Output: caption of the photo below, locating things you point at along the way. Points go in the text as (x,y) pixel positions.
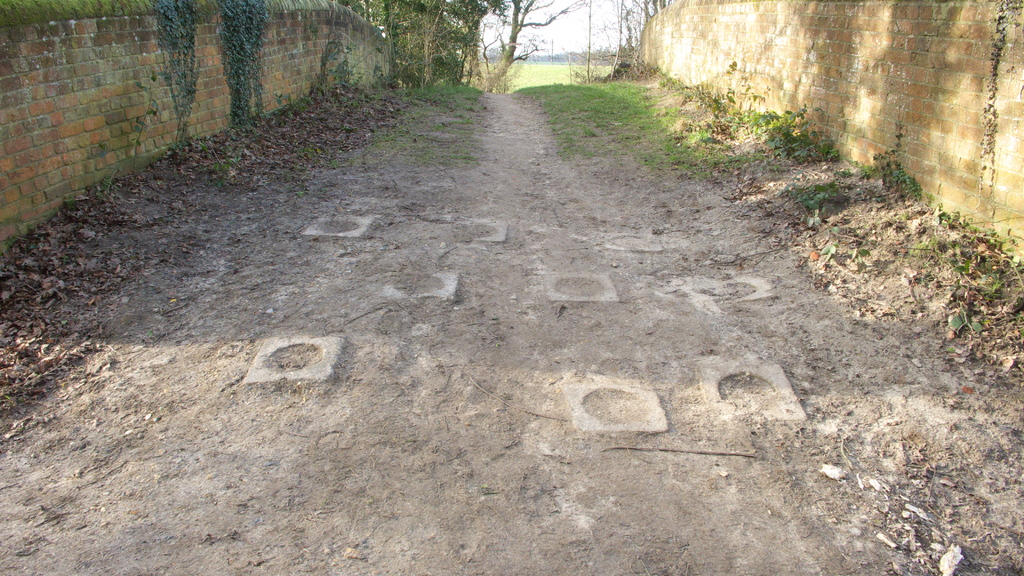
In this image I can see the grass (667,154) and some dried leaves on the ground (581,163). To the side I can see the walls (306,59). In the background (532,19) there are trees (431,76) and the sky (566,17).
